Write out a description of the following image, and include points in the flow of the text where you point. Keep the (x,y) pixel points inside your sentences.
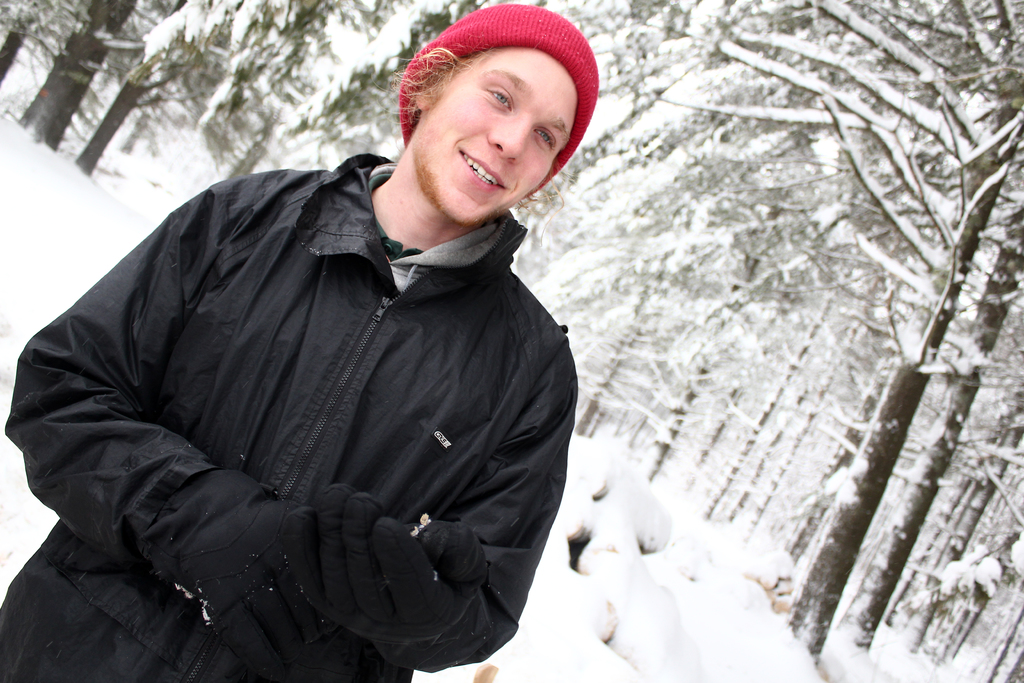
In this image there is a man (373,300) standing, he is wearing a cap (496,42), he is wearing gloves (252,555), there is ice (656,569) on the ground (659,566), there are trees (801,195), there is ice (749,155) on the trees (716,192).
